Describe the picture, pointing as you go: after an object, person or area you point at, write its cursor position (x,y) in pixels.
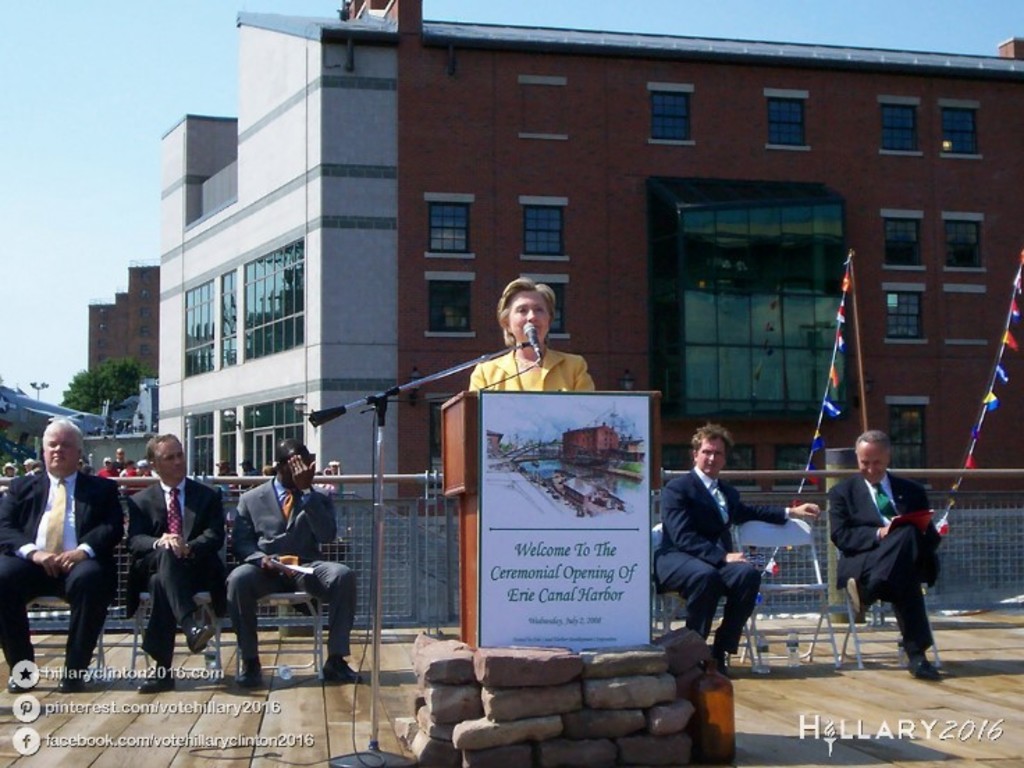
In this picture we can observe a woman (498,365) standing in front of a podium (503,512) and speaking. We can observe a mic (536,339) in front of her. Behind her there are some men (214,534) sitting in the chairs (770,529), wearing coats (274,514). Behind them there is a railing (675,473). In the background (562,179) we can observe a brown and white color building (325,234). There are some trees (75,385) and a sky (118,127).
